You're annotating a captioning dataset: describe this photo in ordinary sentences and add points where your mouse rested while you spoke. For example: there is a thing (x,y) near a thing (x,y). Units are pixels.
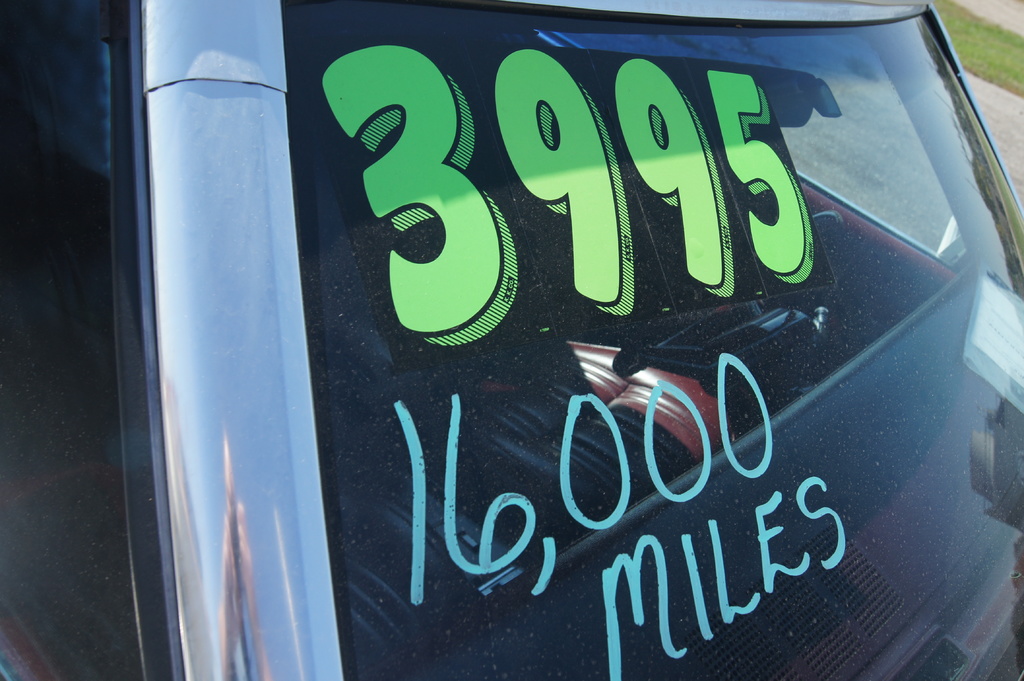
In this picture I can see numbers (347,63) and a word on the transparent glass (534,287) of a vehicle (723,175). I can see grass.
